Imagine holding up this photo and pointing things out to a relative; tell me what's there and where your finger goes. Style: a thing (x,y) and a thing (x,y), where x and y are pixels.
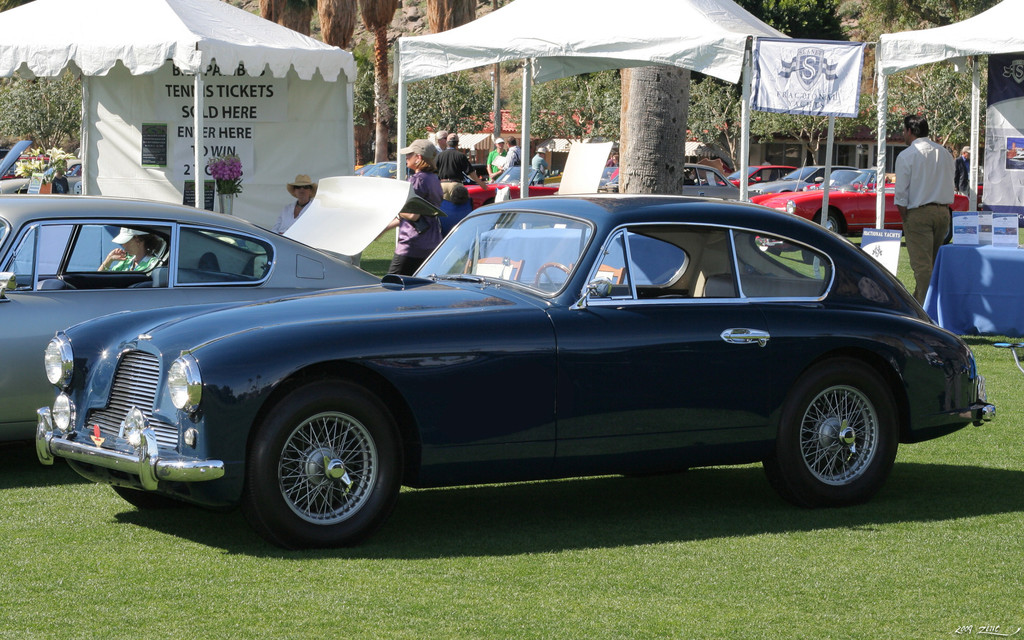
In this image I can see few vehicles (499,378). In front (697,377) the vehicle (616,329) is in black color and I can also see group of people (913,262) standing, few tents (568,11) in white color and I can also see few trees (603,117) in green color.
